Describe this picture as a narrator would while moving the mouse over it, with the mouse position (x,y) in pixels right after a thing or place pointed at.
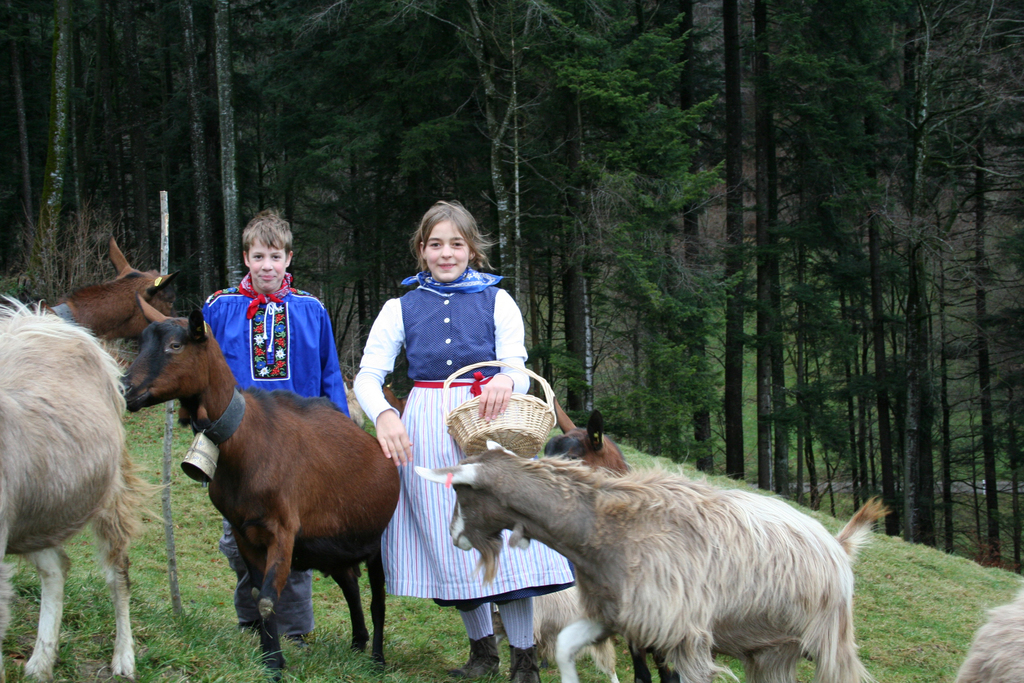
In this image there is a boy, girl (520,587) and some goats (23,406) walking on the grass ground (39,594) behind them there are so many trees (27,204).
